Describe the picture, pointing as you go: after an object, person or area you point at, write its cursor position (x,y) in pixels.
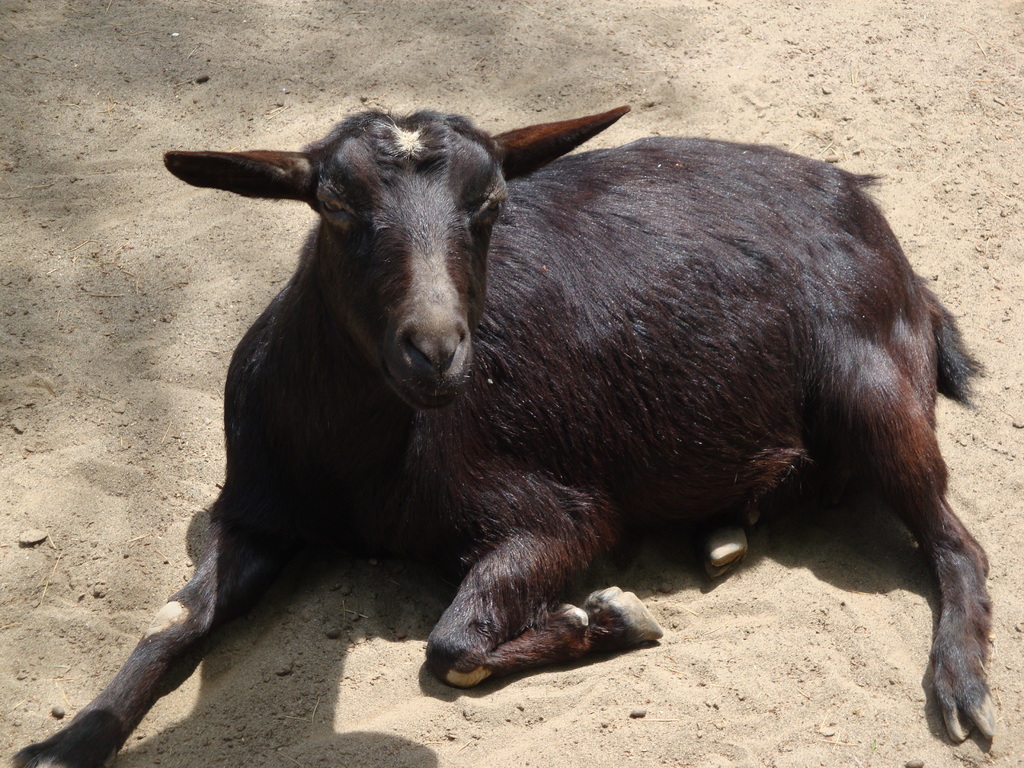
In the center of the image (506,334) there is a goat (688,335) on the ground (609,736).
